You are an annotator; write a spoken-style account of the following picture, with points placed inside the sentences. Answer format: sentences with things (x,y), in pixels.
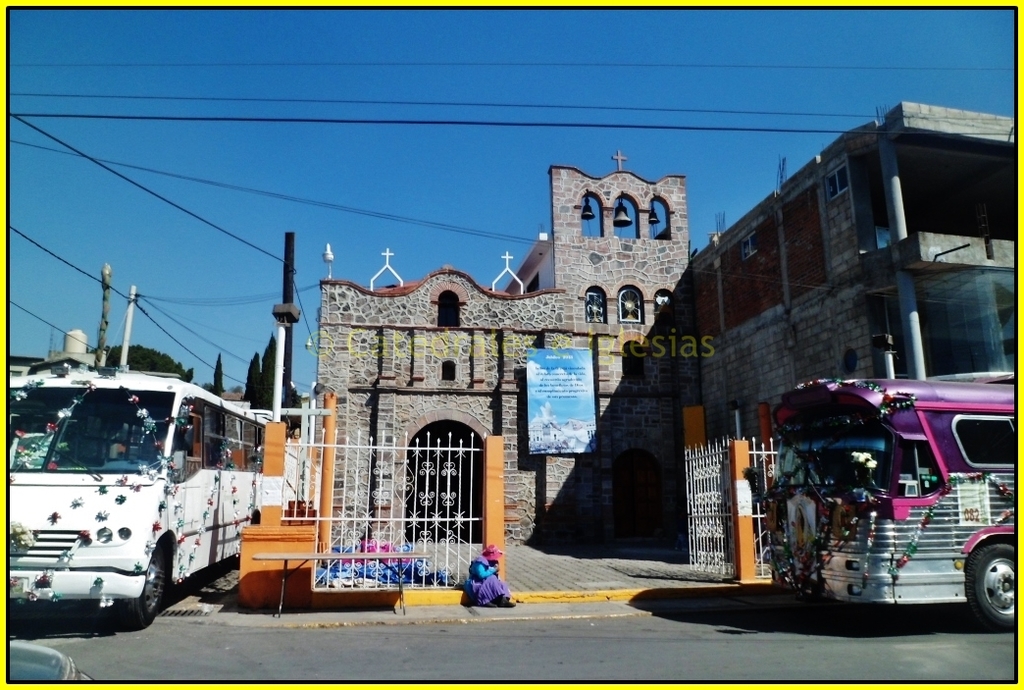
In the picture we can see a church building (351,367) and near to it we can see a railing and a gate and beside the church building (585,519) we can see another building (877,373) and near to it we can see road (763,673) and on it we can see two buses (99,383) which are white and one bus (917,522) is purple in color and in the background (110,71) we can see some trees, wires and sky (409,73).
